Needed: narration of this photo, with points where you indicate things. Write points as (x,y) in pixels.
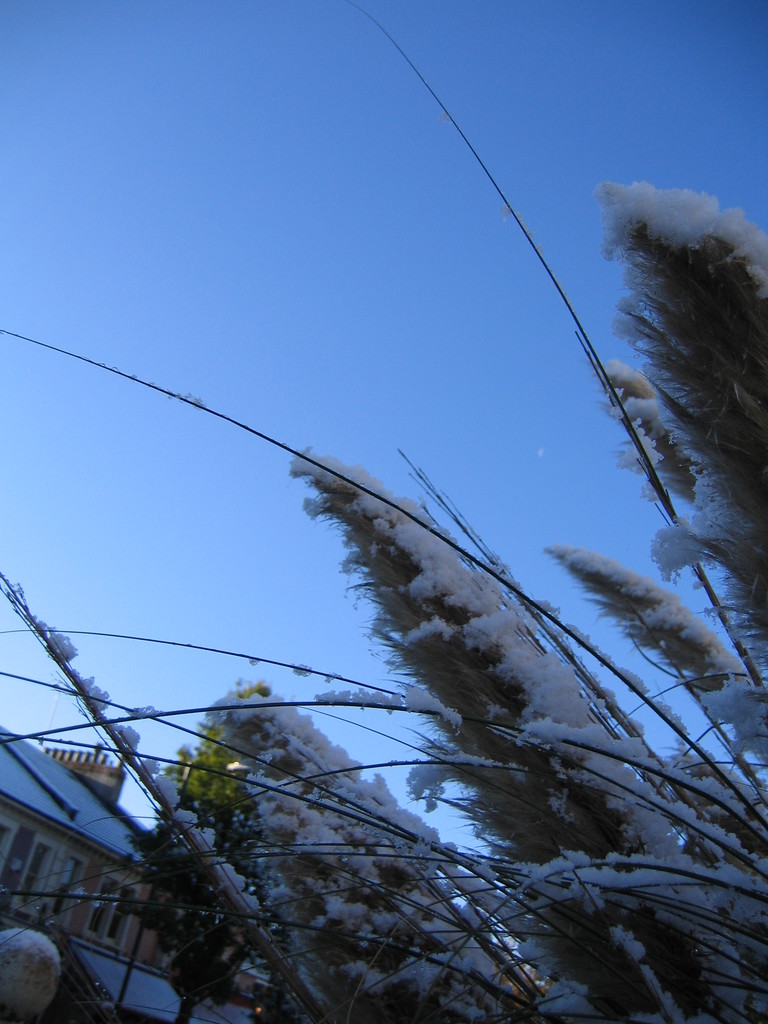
In this image we can see the building (120,840). We can also see the grass (621,740) which is covered with the snow (637,854). In the background (301,337) sky (235,146) is visible.
